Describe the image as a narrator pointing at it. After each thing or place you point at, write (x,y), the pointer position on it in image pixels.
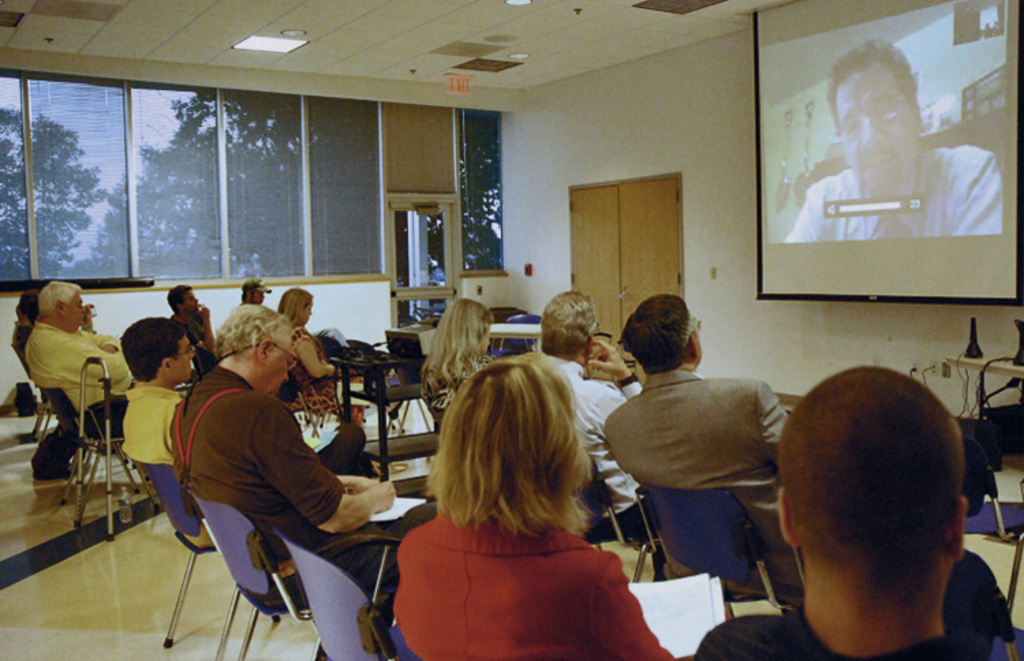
In this picture we can see a group of people (553,328) sitting on chairs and writing with pen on paper (408,509) and in front of them we can see screen (844,86) with some person (909,114) in it and in background (583,155) we can see wall (528,212), door (605,235), windows (325,197).
